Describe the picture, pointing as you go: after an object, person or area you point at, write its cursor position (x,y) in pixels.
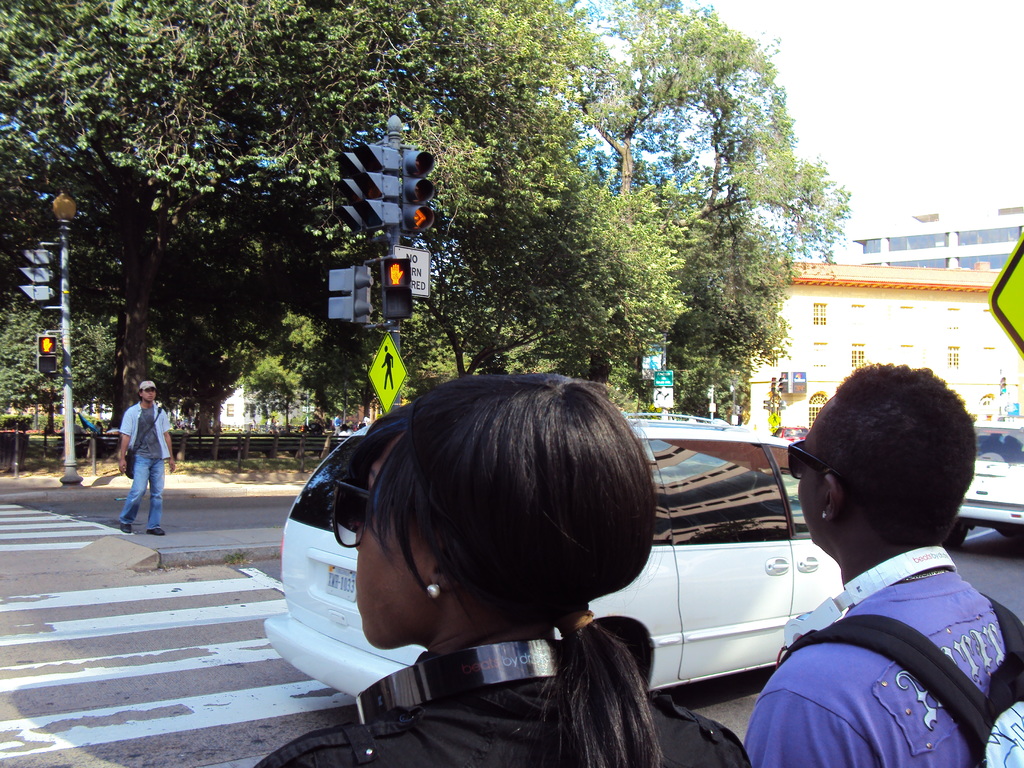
There are two persons (564,705) standing at the bottom of this image (563,516). There are two cars (351,597) present on the road (258,634) is beside to this persons (475,728). There is one person (168,451) standing on the left side of this image (125,449). There are signal lights (365,274) and trees (258,236) are present in the middle of this image (554,279). There is a building (903,304) on the right side of this image (895,270).
